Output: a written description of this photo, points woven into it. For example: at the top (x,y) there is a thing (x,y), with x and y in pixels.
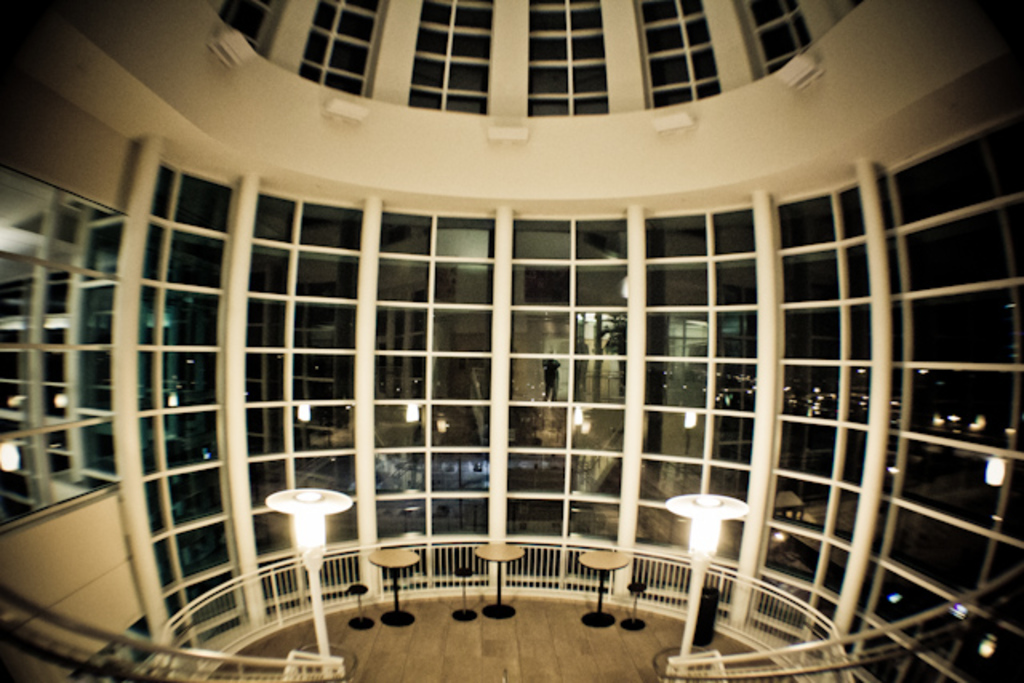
This image is taken indoors. In this image there is an architecture (410,65) with walls (375,109), pillars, railings (429,565), lamps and glass windows (519,308). At the bottom of the image (519,639) there is a floor (511,636) and there are a few stools (362,590) on the floor (541,640).
